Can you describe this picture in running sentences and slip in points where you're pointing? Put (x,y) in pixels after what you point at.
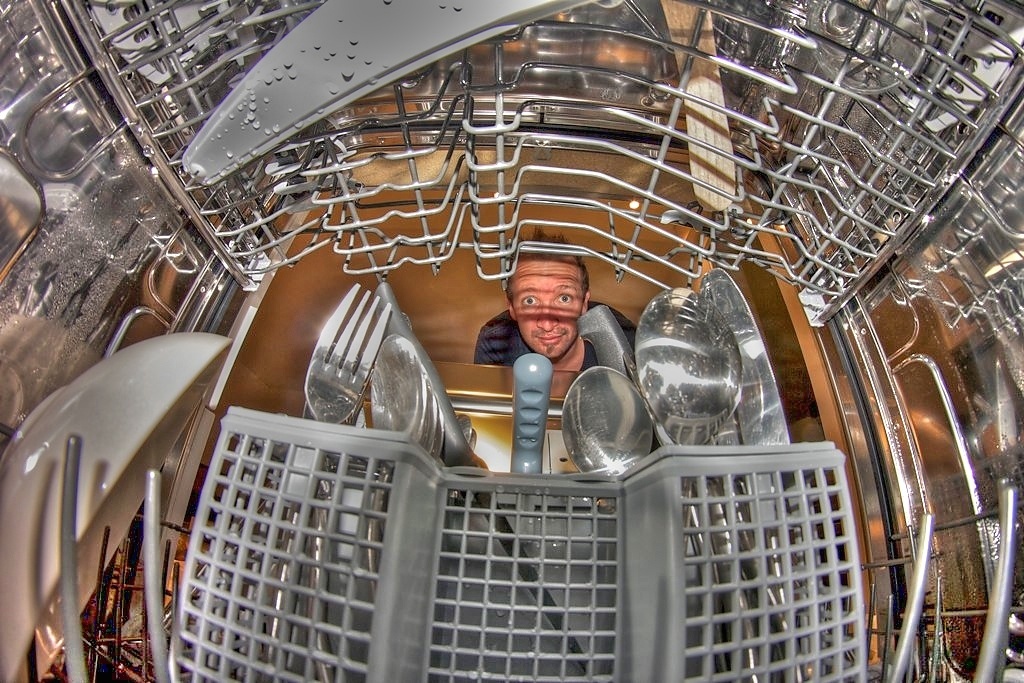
In this image, we can see an inside view of a dishwasher (526,546). We can see utensils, basket (390,601), iron objects (933,681) and water droplets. In the background (563,367), we can see a person (539,335).
